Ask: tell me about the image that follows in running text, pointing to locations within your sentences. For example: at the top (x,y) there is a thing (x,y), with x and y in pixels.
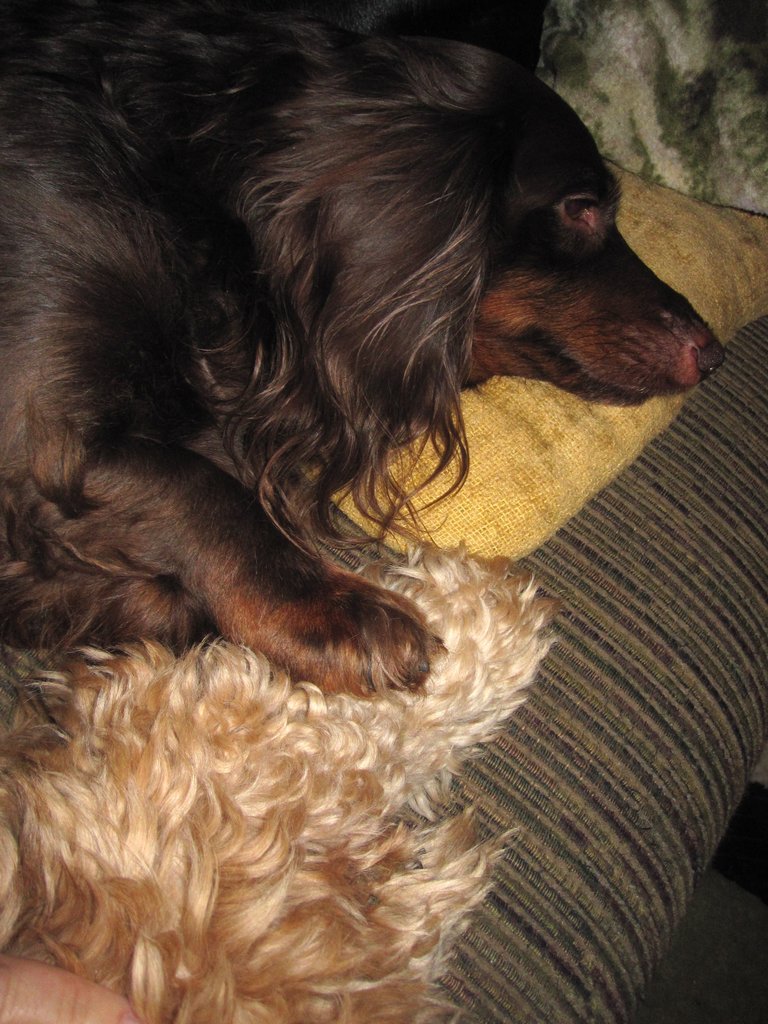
In this image we can see a dog (456,388) on the couch (741,625), there is a person's finger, also we can see a cushion (548,402).
